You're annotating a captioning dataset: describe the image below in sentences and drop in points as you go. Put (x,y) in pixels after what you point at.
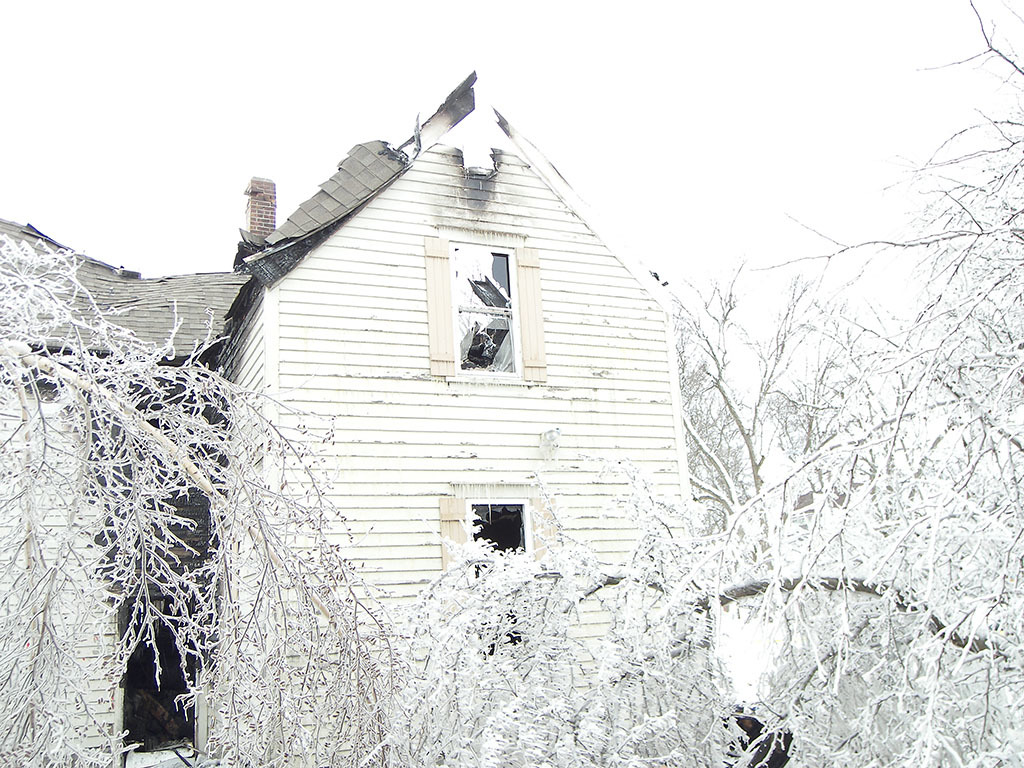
In the center of the image (561,374) we can see a house (421,378). At the bottom (355,701) there are trees (756,490). In the background (659,128) there is sky (188,122).
